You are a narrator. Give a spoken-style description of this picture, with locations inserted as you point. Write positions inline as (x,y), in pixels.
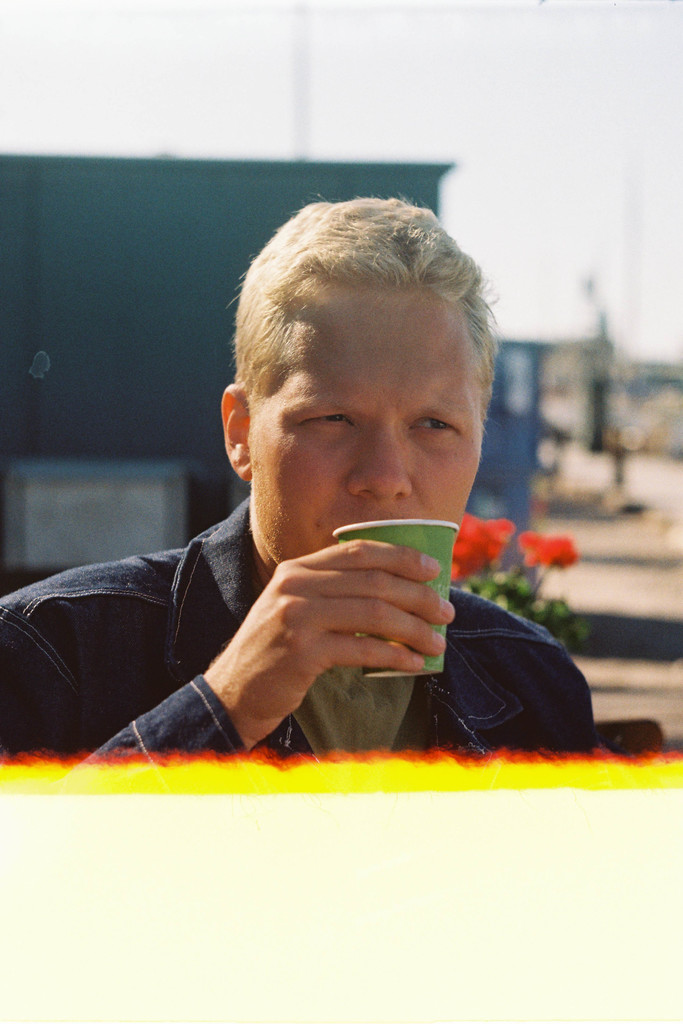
In this picture I can observe a man (259,587) in the middle of the picture (399,531) holding a cup (392,526) in his hand (405,553). The background (6,589) is blurred.
